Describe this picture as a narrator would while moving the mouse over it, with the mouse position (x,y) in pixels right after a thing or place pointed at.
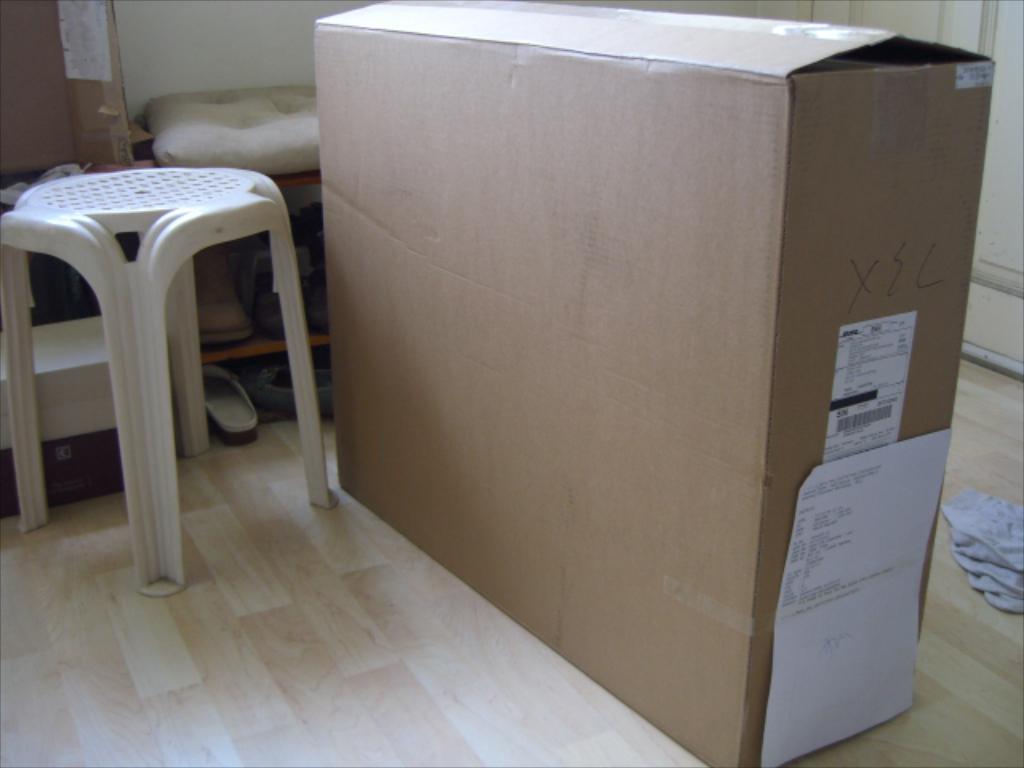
In this image we can see a cardboard box (514,365) and a chair (165,532), there we can also see slippers (248,413) in the stand (225,362) and some objects (270,125) placed on it, we can also see a door (964,46).
